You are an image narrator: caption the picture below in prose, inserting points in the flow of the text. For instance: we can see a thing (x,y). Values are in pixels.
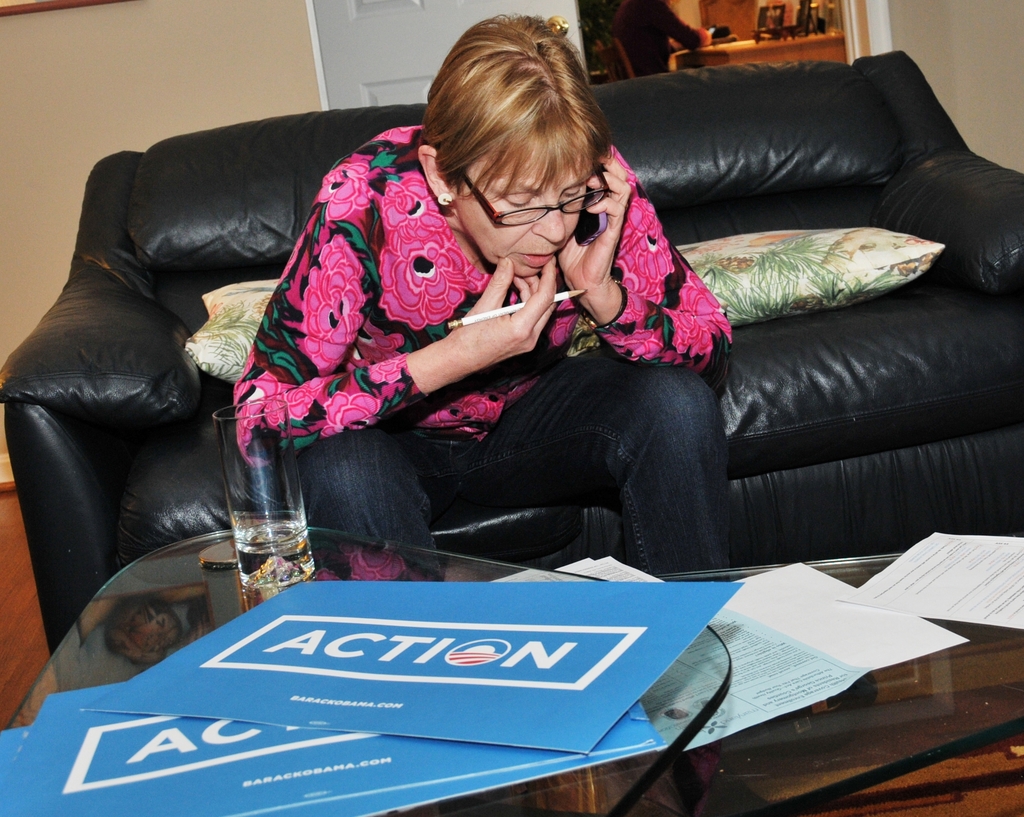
this picture there is a woman (584,425) sitting on a sofa (225,216) and talking on phone (588,234). There is a pencil (570,290) on one hand (509,277). Before her there is a table (925,671), on the table (384,646) there are some papers (841,592), charts (537,650) and a glass (301,519). Sofa (184,235) is in black in color. She is wearing a pink top (447,304) and black jeans (603,396). In the background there is another person (680,30).
